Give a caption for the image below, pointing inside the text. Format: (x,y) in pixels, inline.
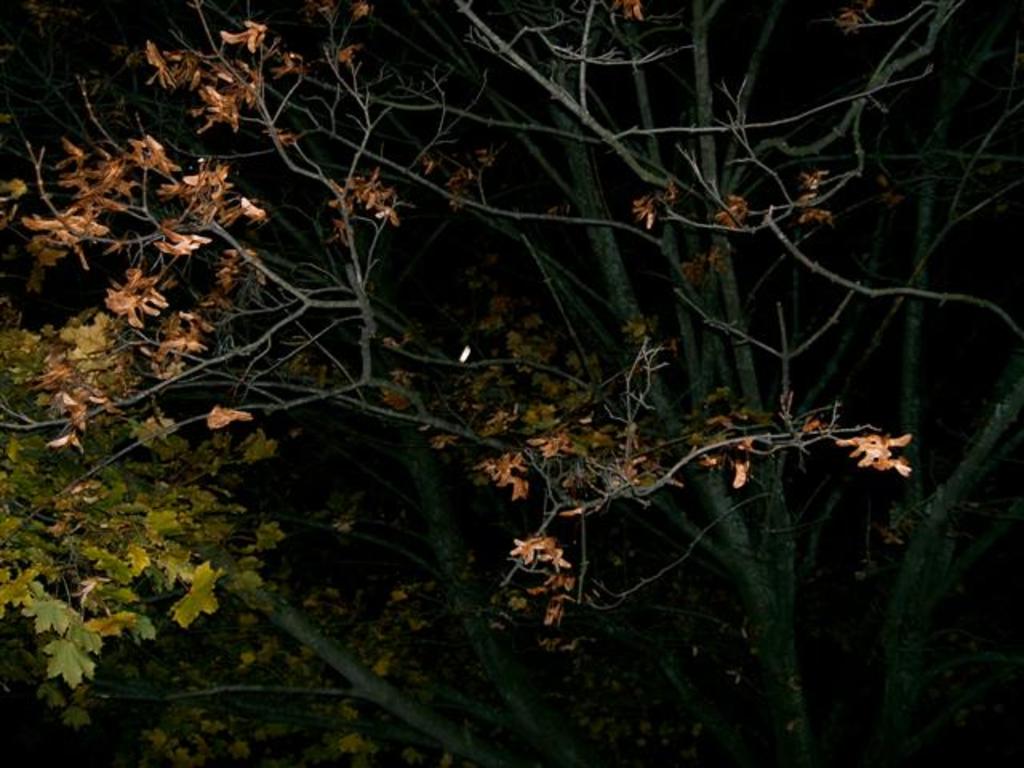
In this image we can see branches (476,738) of the trees (512,710) and in the background (504,314) the image is dark.
